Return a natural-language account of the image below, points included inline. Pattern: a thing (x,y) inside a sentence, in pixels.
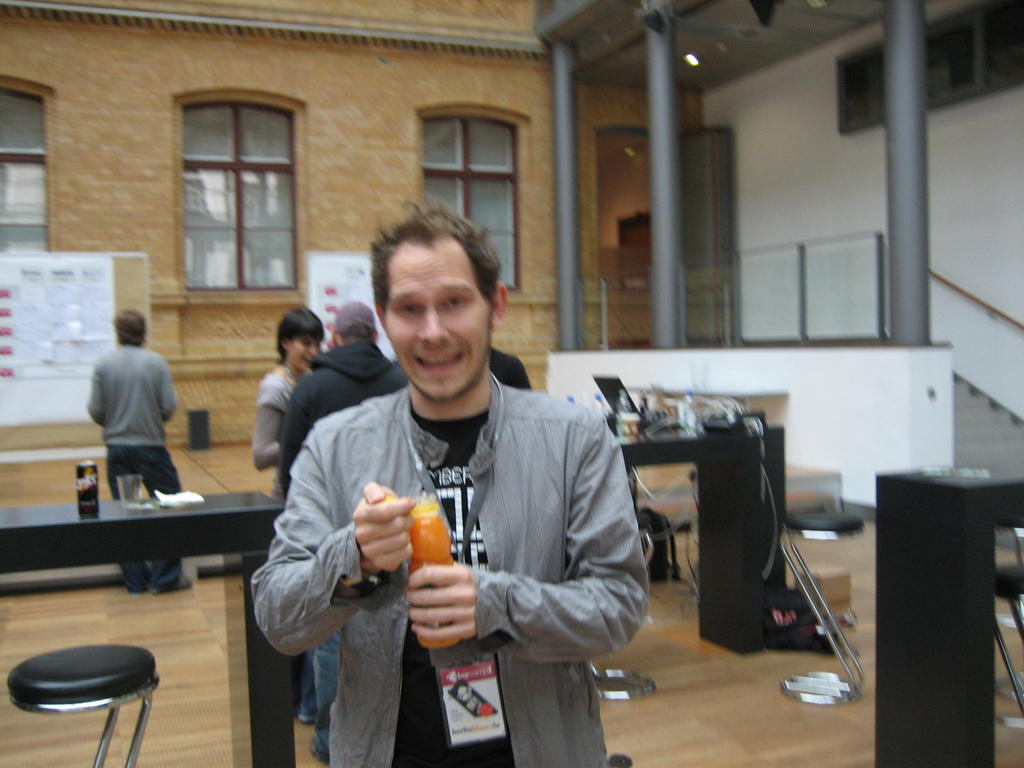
In the picture I can see a person (470,656) wearing grey color jacket (499,530) and identity card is holding a bottle (430,556) with a drink (443,541) in it and standing here. In the background (9,560), we can see a few more people (302,442) standing, we can see stools (22,689), tables (62,567) on which we can see some objects (731,425) are placed, I can see a building (398,118) with glass windows (508,215), pillars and steps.
